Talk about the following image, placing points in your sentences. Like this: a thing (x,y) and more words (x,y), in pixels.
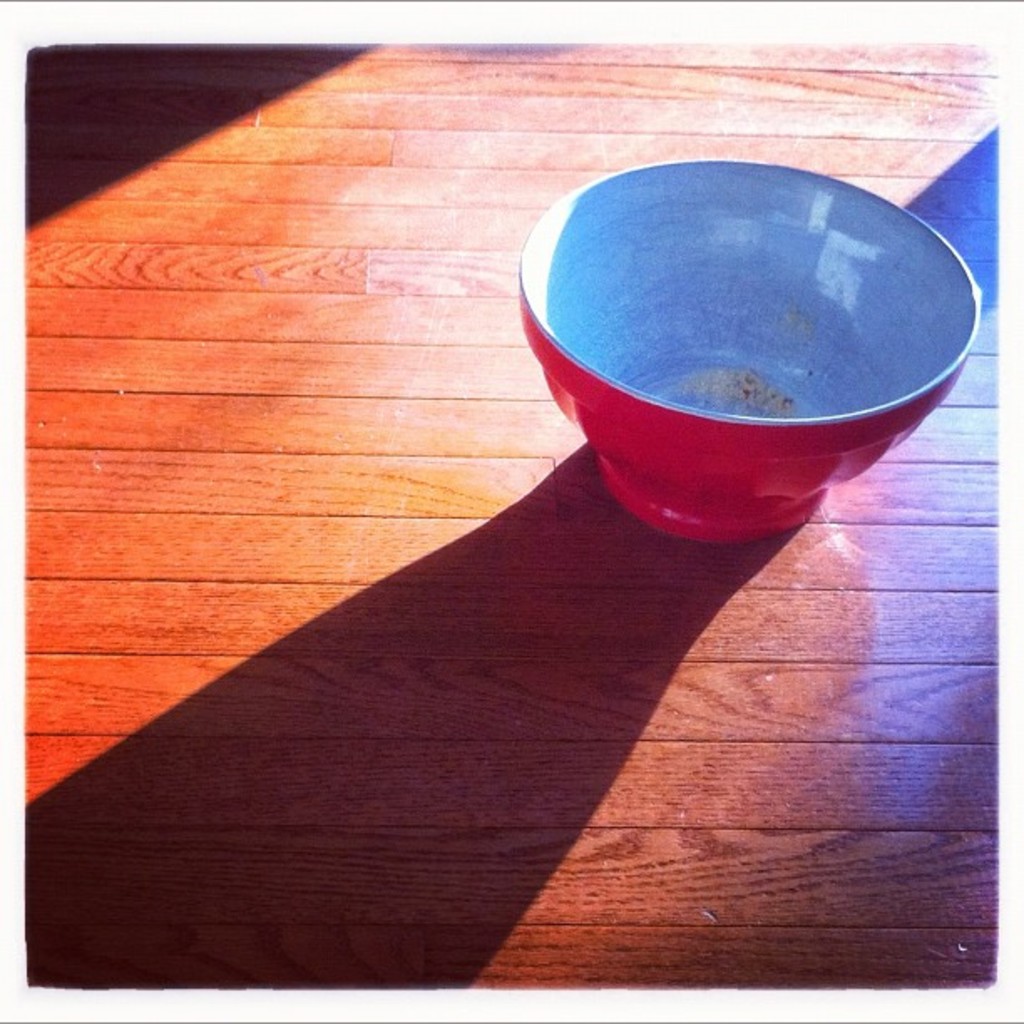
In this picture, we see the red color bowl (794,388) is placed on the wooden floor (433,636) and it is in brown color. We even see the shadow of the bowl (709,509).
